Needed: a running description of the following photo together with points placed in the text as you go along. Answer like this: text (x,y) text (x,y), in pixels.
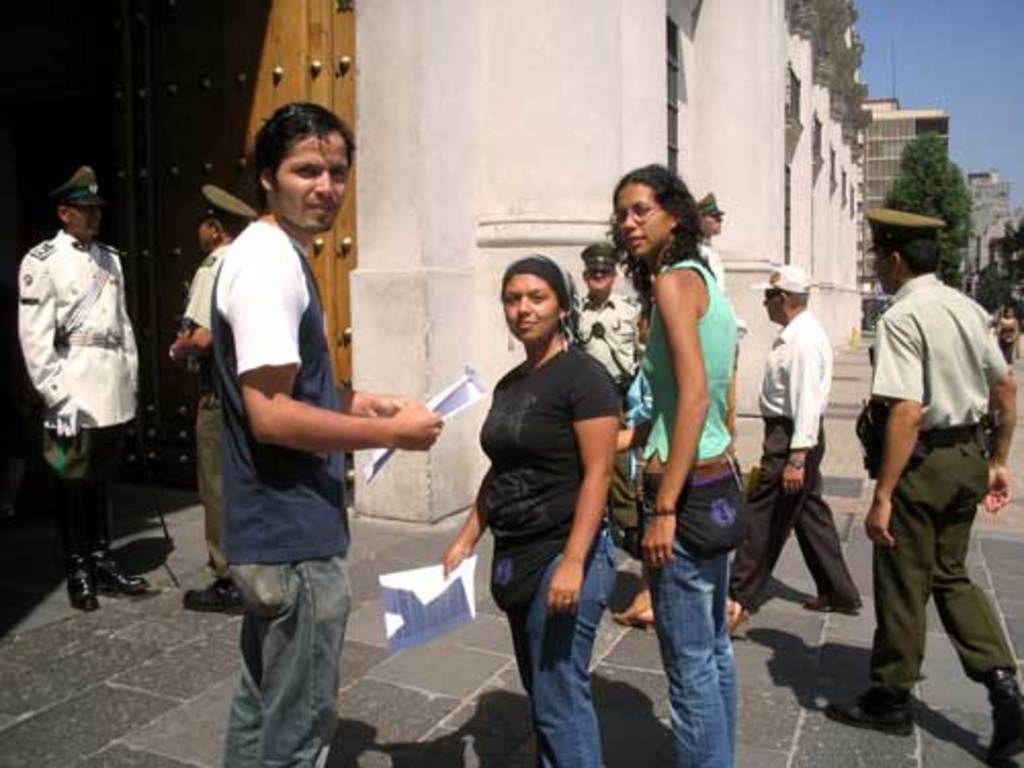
In the image few people (62,247) are standing and walking and holding some papers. Behind them there are some trees (947,192) and buildings (443,103). In the top right corner of the image (892,90) there is sky (993,53).
